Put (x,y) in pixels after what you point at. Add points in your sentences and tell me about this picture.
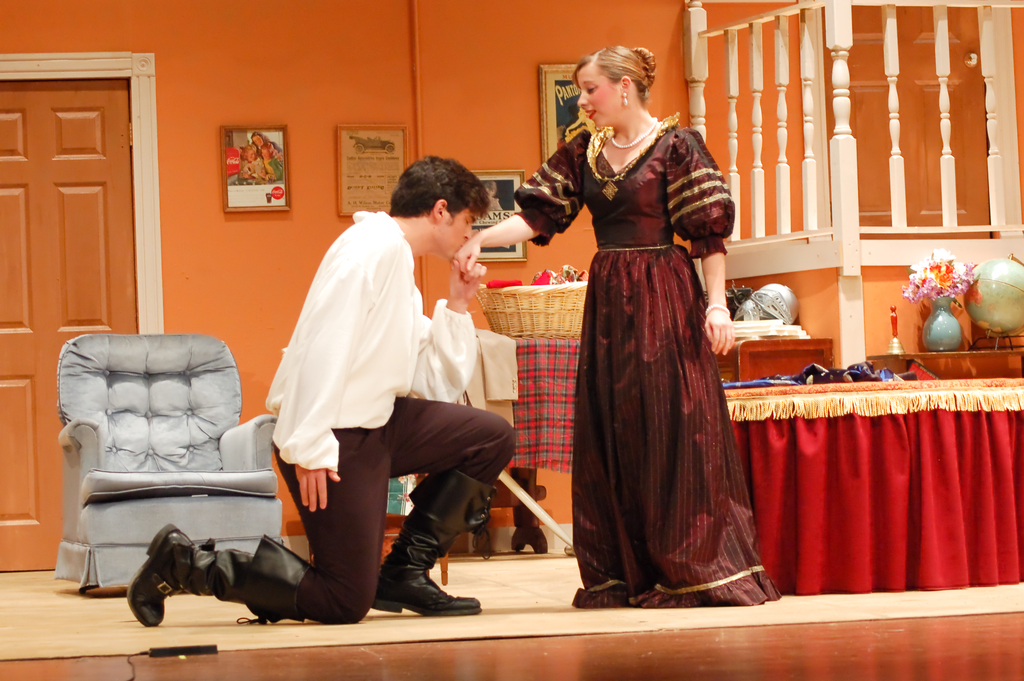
On the left (329,456) a man (353,408) is standing on his knees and kissing on the girl hand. Behind them there is a chair (173,413), door (104,251), frames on the wall (216,104).
